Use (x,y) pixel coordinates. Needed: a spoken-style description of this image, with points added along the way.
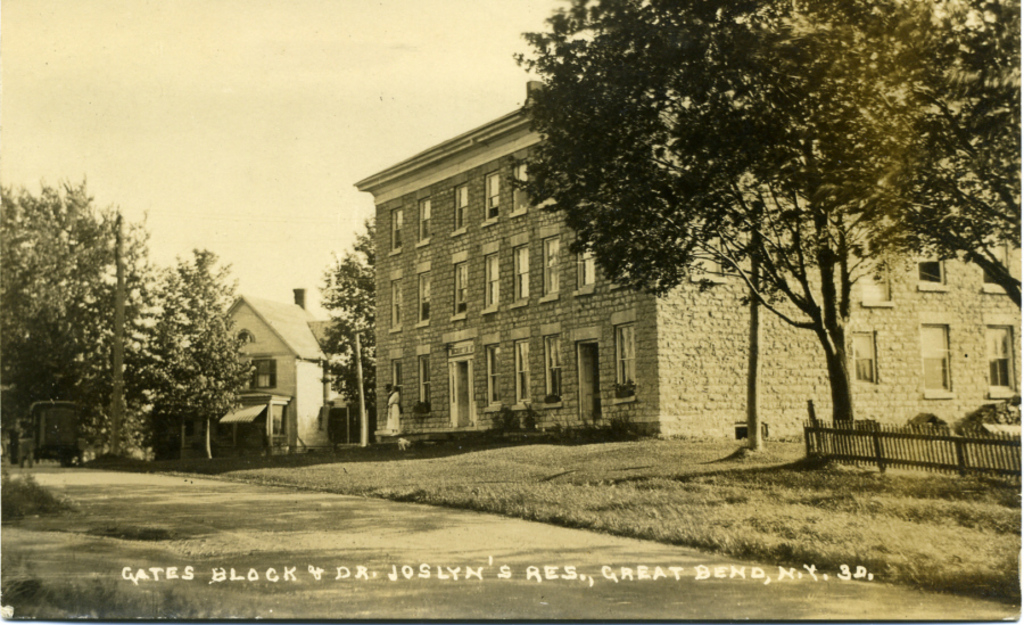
In this image we can see houses (564,334), windows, poles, there are plants (150,433), trees (209,409), and a fence (902,450), also we can see the sky (279,113), and some text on the image.
